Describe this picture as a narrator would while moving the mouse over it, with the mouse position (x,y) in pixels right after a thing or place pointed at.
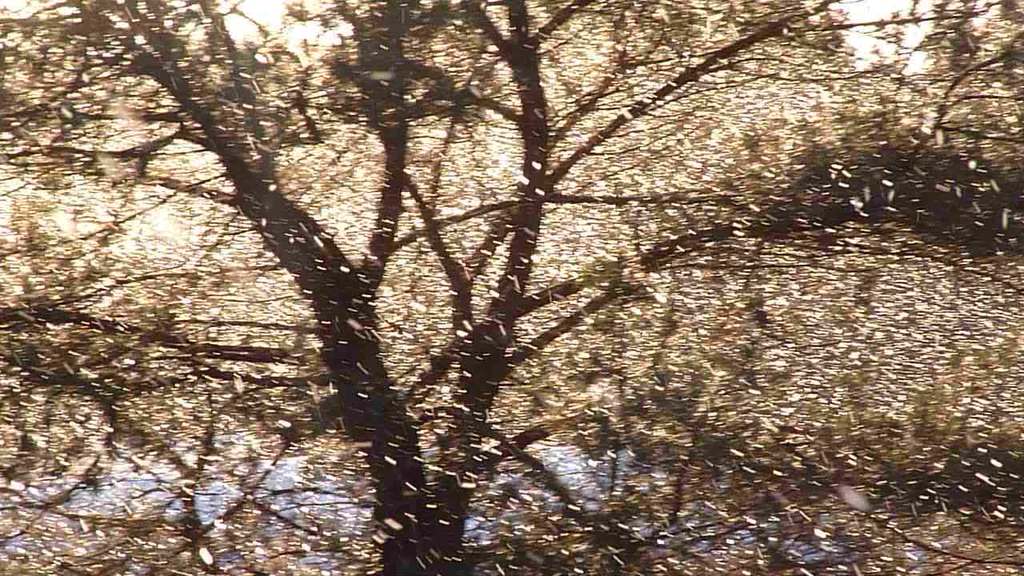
In this image we can see a tree (330,351) and the sky (333,30) is in the background (317,27).
